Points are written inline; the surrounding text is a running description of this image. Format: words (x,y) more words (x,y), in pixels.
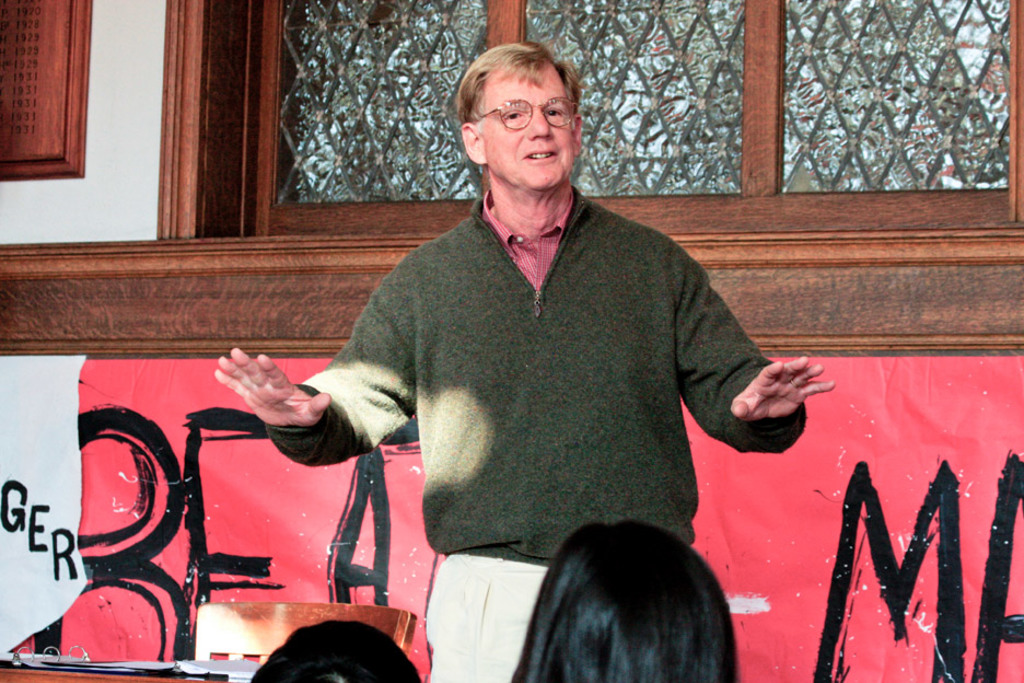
In the center of the image (519,327) we can see a man (535,376) standing. He is wearing a sweater (569,413). At the bottom (663,561) there are people (669,578) sitting. On the left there is a table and chair (290,634). In the background (248,64) there is a window (851,9) and a wall (132,95).
